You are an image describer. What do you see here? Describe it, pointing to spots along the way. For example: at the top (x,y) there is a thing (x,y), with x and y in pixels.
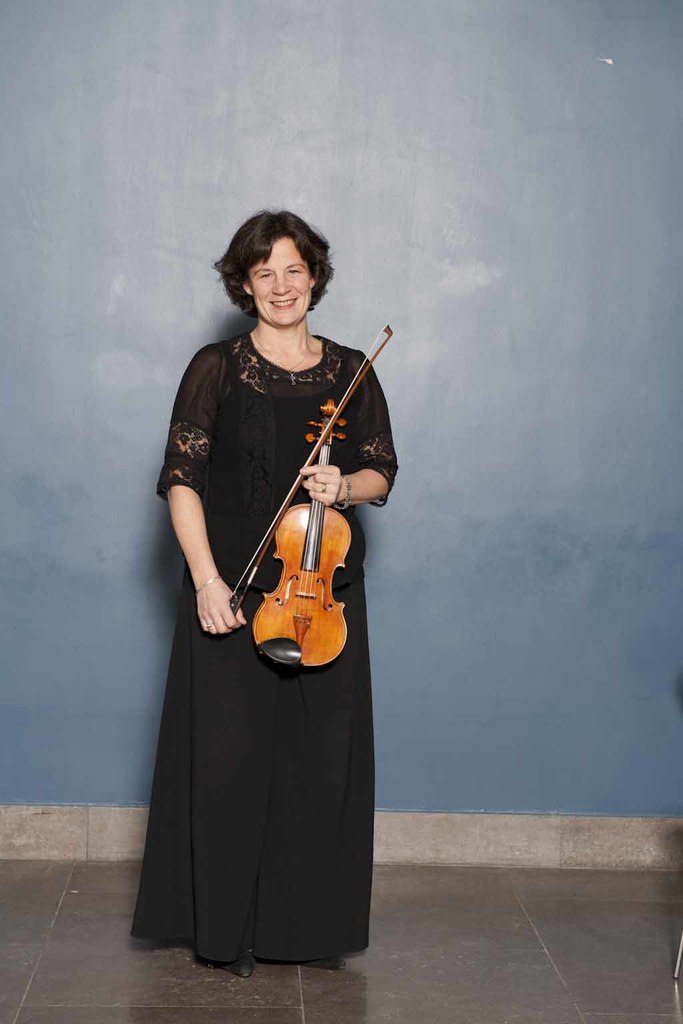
There is a lady (313,732) holding a violin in the foreground area of the image (319,595) and a wall (370,181) in the background (447,380).
